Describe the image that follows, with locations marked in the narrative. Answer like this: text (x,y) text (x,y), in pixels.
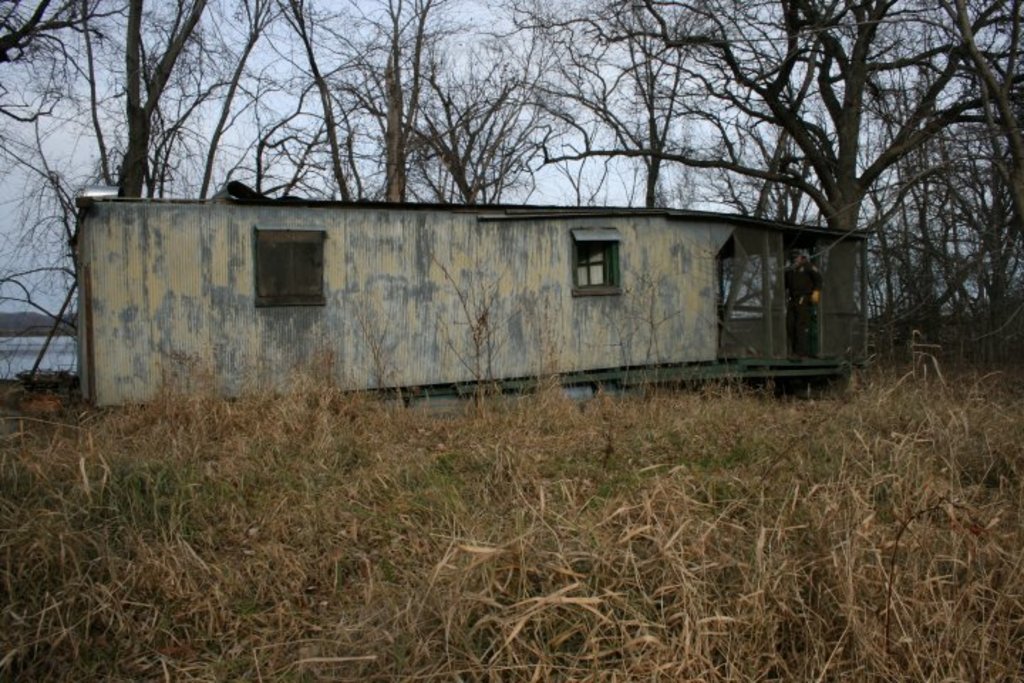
In this image we can see a house (667,324), inside the house (779,278), we can see a person (815,284) standing and holding an object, there are some trees (367,63), water (10,367), grass (64,417) and mountains (32,320), in the background (49,274), we can see the sky (49,274).
